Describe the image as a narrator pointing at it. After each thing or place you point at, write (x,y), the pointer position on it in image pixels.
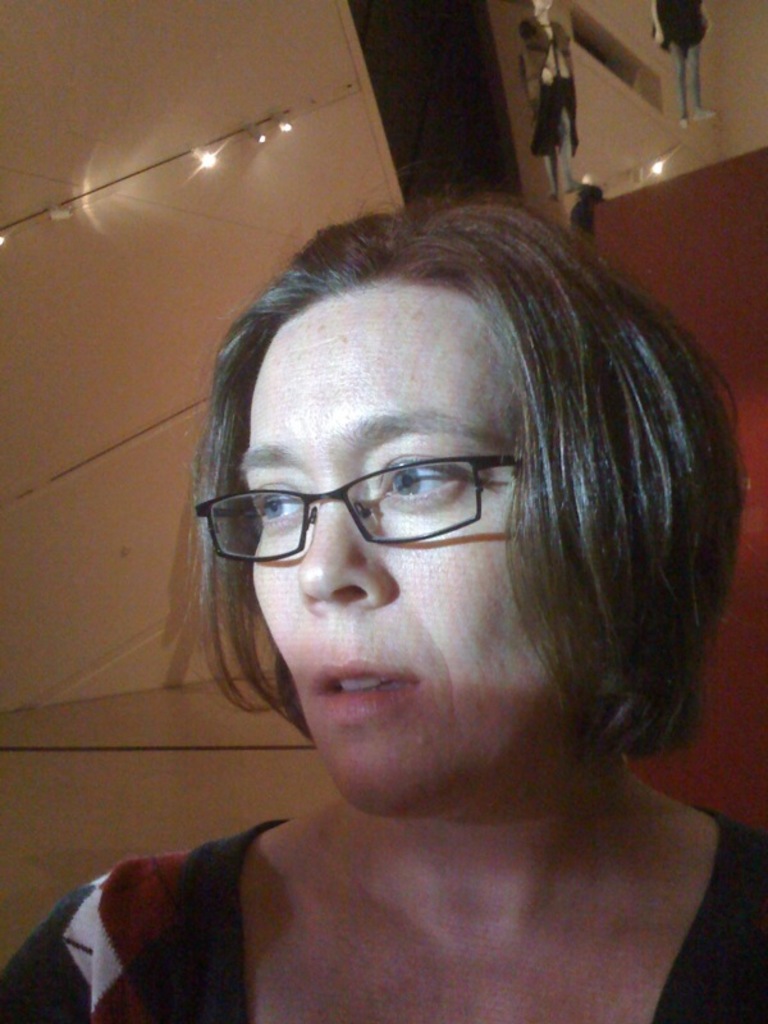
In this picture I can see a woman (307,462) with spectacles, and in the background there are lights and some other objects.
